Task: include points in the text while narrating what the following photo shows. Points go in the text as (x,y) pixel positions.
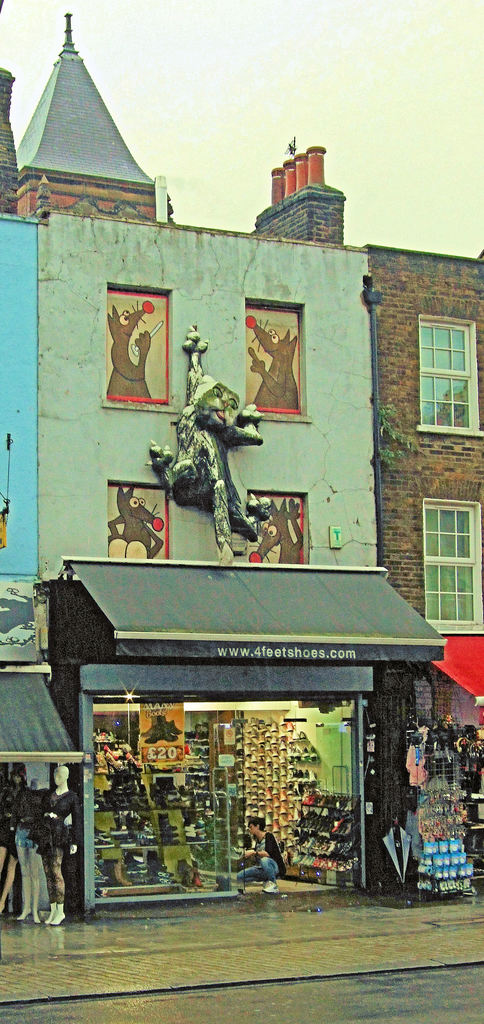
Here we can see a building (287,465) and a sculpture (246,420). There are windows (431,594) and this is shop (297,716). Here we can see mannequins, footwear (312,853), and a person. This is road (259,1013). In the background (260,18) there is sky (405,228).
